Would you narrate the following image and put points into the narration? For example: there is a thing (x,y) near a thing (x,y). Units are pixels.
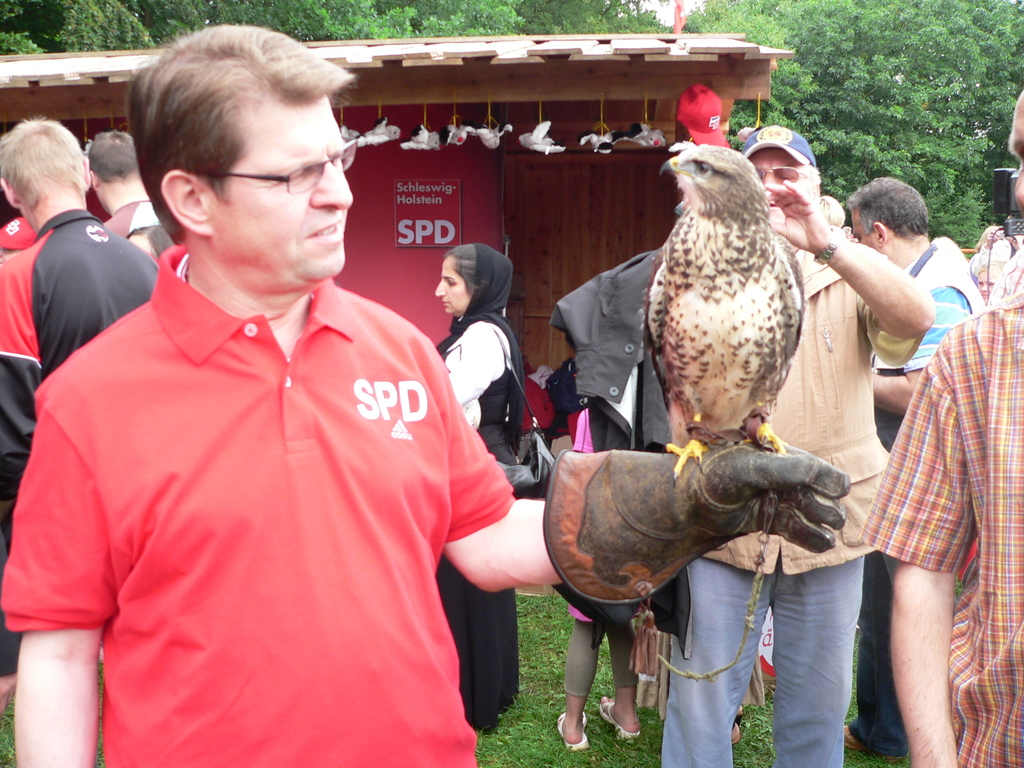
In this image in the front (300,383) there is a person (266,398) standing and there is a bird (749,291) standing on the hand (705,496) of the person (667,488). In the background (496,281) there are persons (945,315), there's grass (600,651) on the ground (551,652) and there is shelter (618,185) and there are trees (855,100).
